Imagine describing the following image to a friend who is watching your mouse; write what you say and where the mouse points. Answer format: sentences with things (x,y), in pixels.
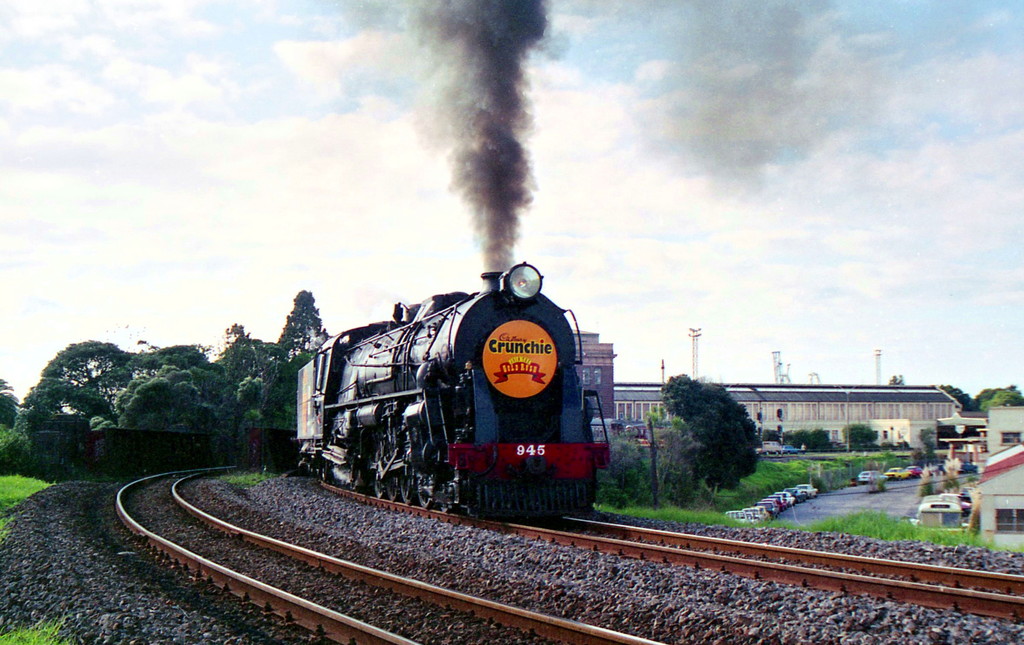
There is a train (428,471) on the track (498,530). This is grass (692,517) and there are vehicles (916,472) on the road (869,504). Here we can see trees (692,419), poles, smoke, and buildings (799,417). In the background (304,253) there is sky (737,278) with clouds (711,262).
